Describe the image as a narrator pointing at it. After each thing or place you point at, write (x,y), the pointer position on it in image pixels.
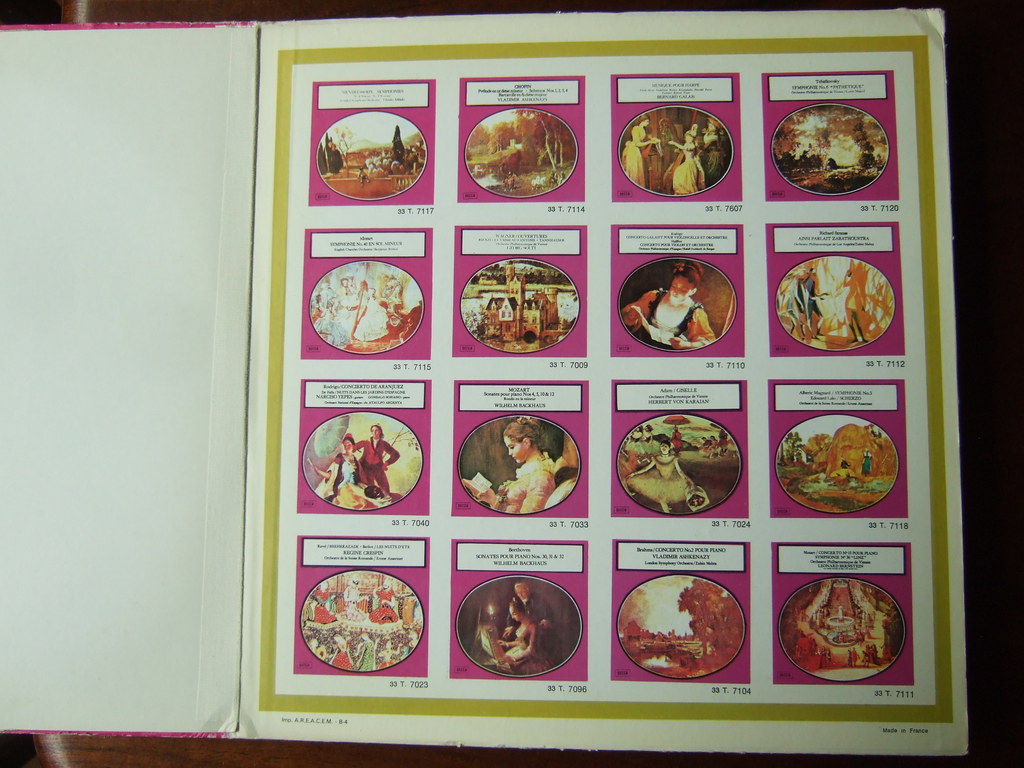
In this we can find collage (650,271) of images (655,268) in the book (526,447).
